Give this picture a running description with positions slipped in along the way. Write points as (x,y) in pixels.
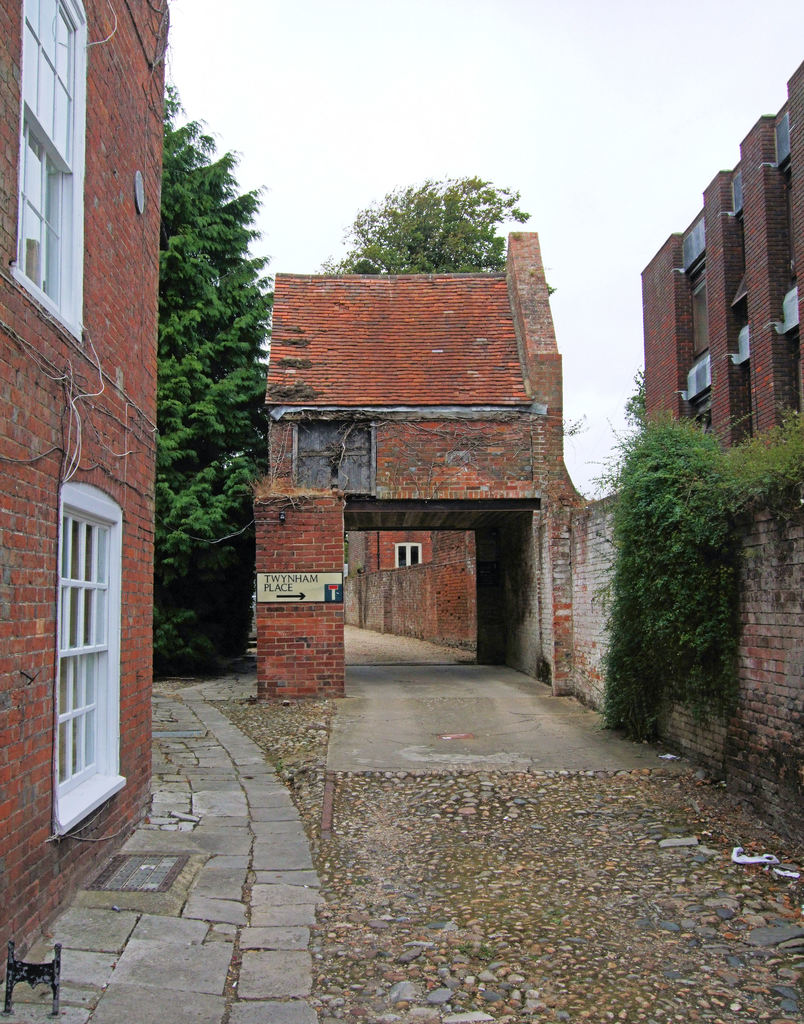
In this picture we can see a building (111,413) and trees (169,409) and on the right side of the building (45,549) there is a wall (680,552) and the other building (760,390). Behind the building (95,329) there is the sky (423,122) and an arch (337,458) with a board (316,598).
